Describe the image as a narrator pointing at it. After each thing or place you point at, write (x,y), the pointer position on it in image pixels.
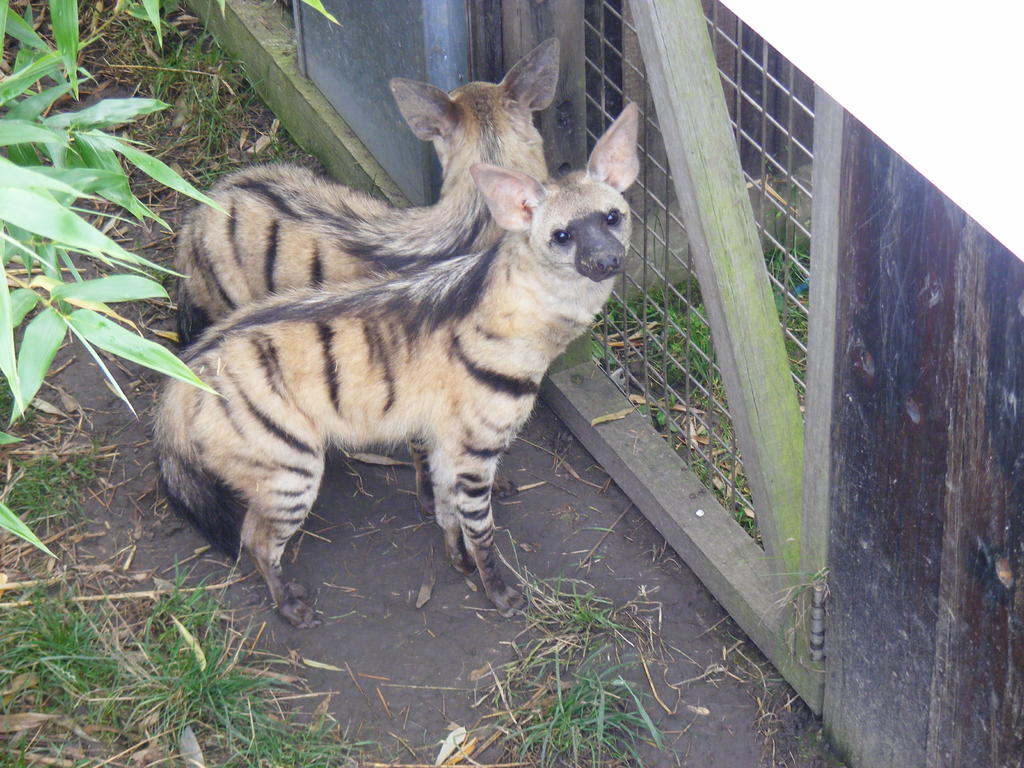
In this image, I can see two hyenas (420,299) standing. This looks like a fence door (659,200). I can see the grass (128,615) and dried leaves (44,448) lying on the ground (151,587). On the left side of the image (51,260), these are the leaves (62,221).
